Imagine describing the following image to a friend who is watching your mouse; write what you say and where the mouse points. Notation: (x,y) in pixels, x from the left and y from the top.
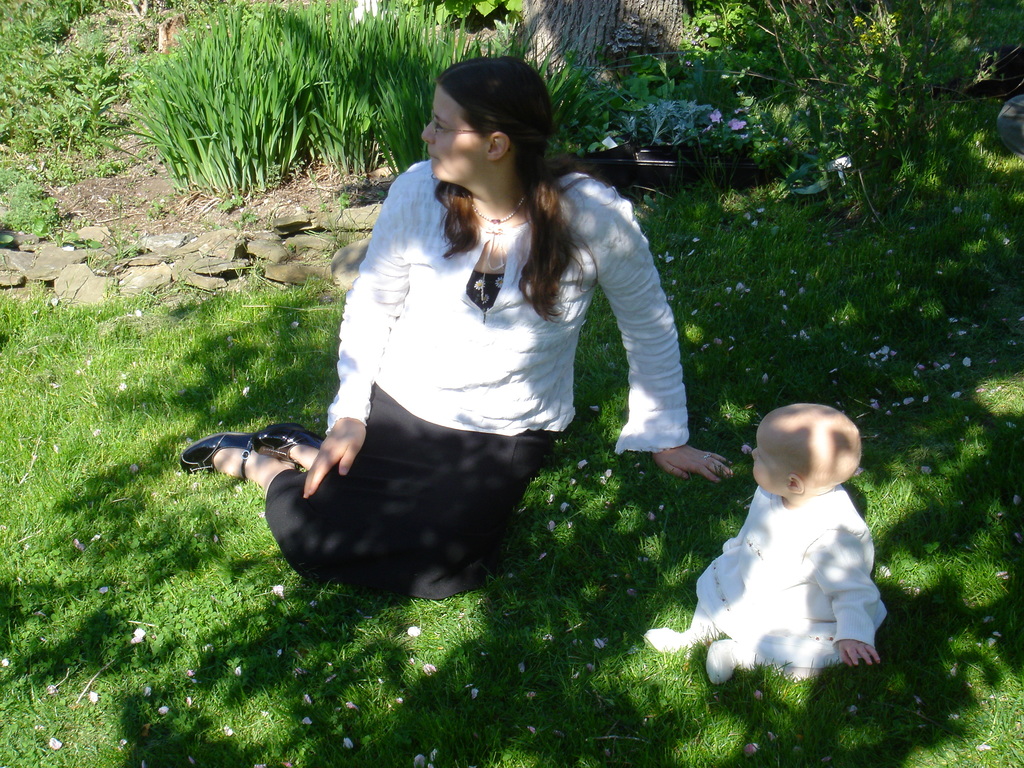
There is a lady (615,211) and small girl (867,538) sitting on the grassland (752,376) in the foreground area (524,397) and there is greenery (797,117) and stones (189,240) in the background (262,176).
